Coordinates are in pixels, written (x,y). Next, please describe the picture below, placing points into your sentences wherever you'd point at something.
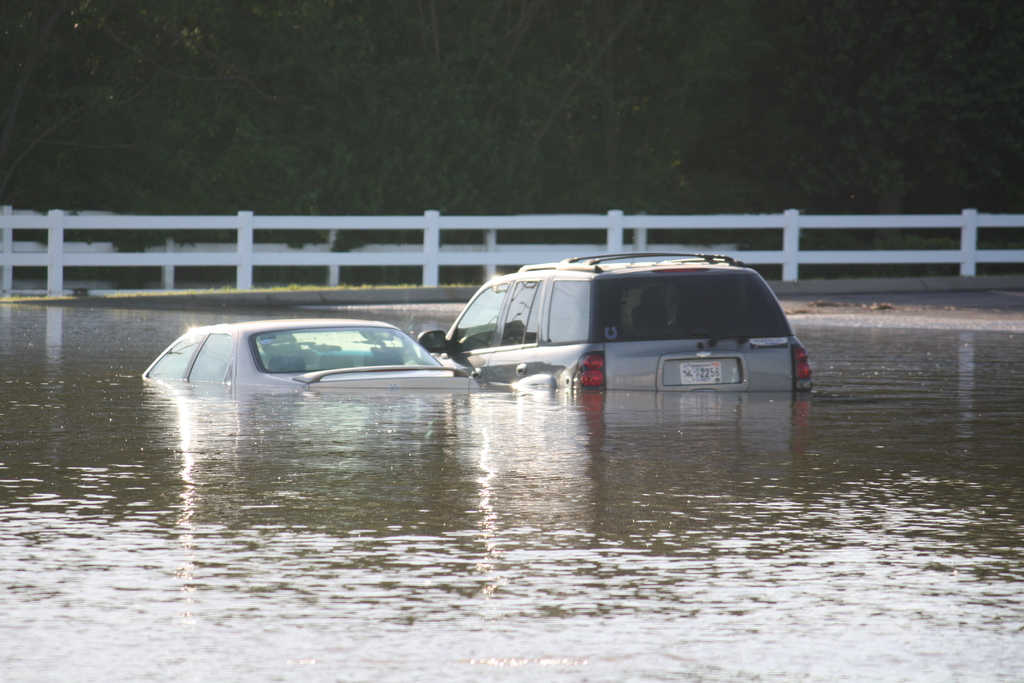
In the center of the image (360,346) we can see two cars (499,343) in the water (522,474) and in the background (470,182) we can see a fence (457,248) and also many trees (726,59).
